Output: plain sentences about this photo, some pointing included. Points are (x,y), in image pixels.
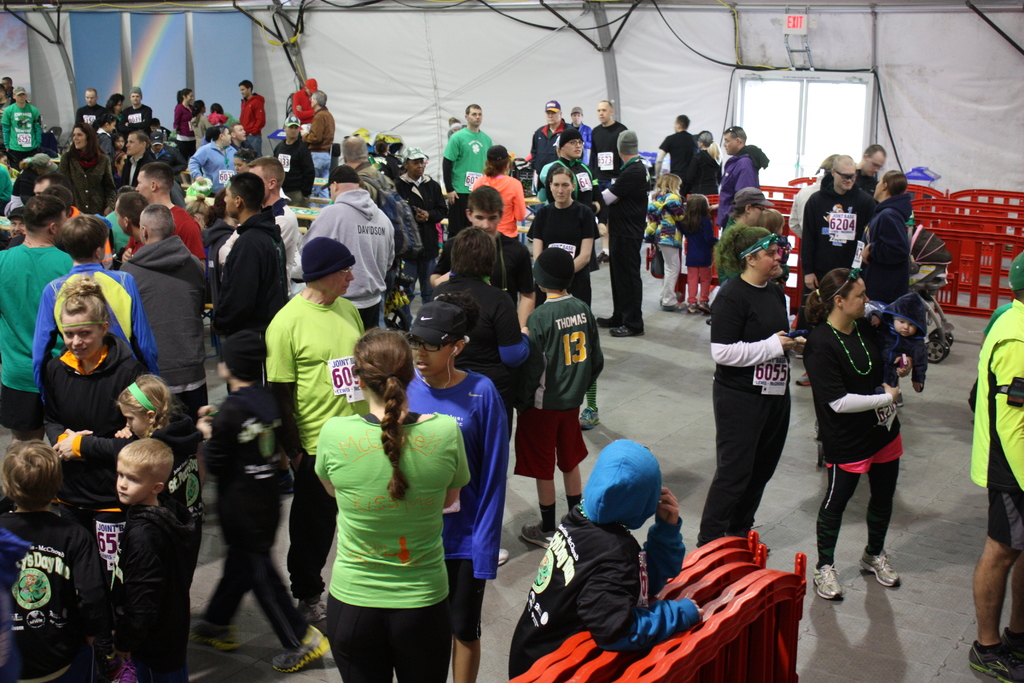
In this picture we can see some people (107,359) standing here, in the background (496,58) there is cloth (507,90), this person (317,317) wore a cap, a woman (853,405) on the right side (857,385) is carrying a baby (893,343), we can see a rope (521,19) here.
